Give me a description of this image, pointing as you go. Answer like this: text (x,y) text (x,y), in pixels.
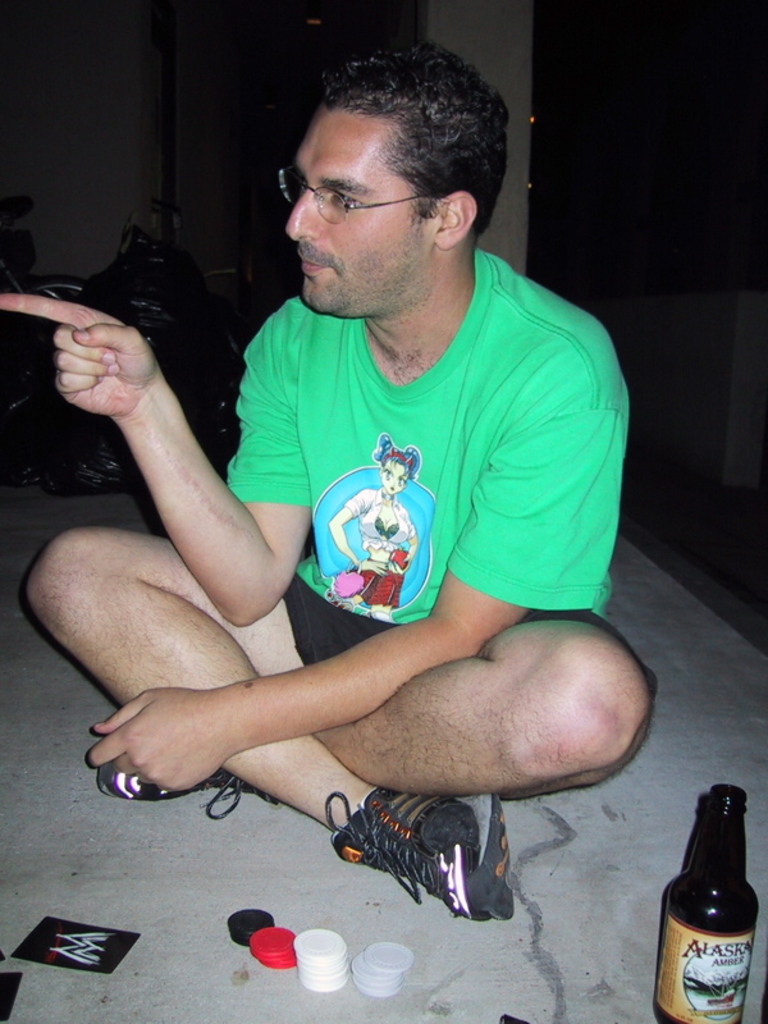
In this image we can see a man (325,716) sitting on the floor (519,826). In the foreground (244,921) we can see beverage bottle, playing coins (399,964), and in the background (638,466) polythene bags (156,315) and walls (199,191).
